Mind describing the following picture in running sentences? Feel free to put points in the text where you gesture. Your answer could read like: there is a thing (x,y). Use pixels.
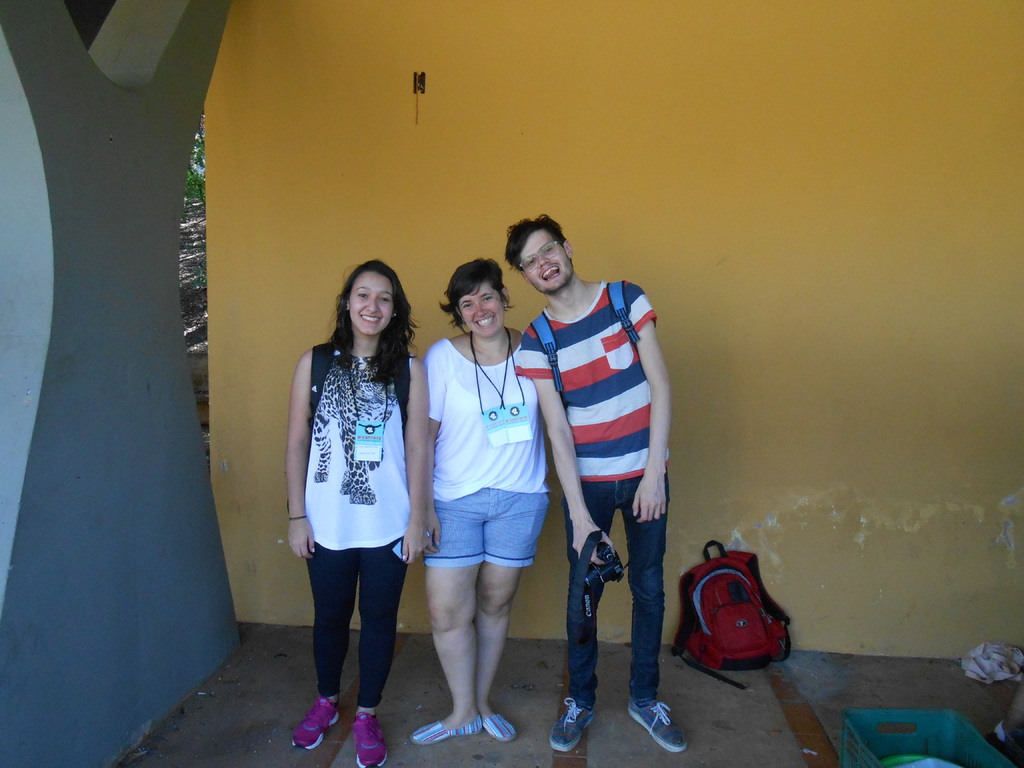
In this image in the center (539,475) there are three persons (511,477) standing and smiling, and two of them are wearing bags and one person (591,667) is holding a camera (617,575). And in the background (976,144) there is wall (678,607), bag (721,622), basket (871,713) and some clothes (976,664). On the left side (133,431) there is wall (171,297) and in the background (188,202) there are trees (187,186), at the bottom (280,685) there is walkway (421,707).
